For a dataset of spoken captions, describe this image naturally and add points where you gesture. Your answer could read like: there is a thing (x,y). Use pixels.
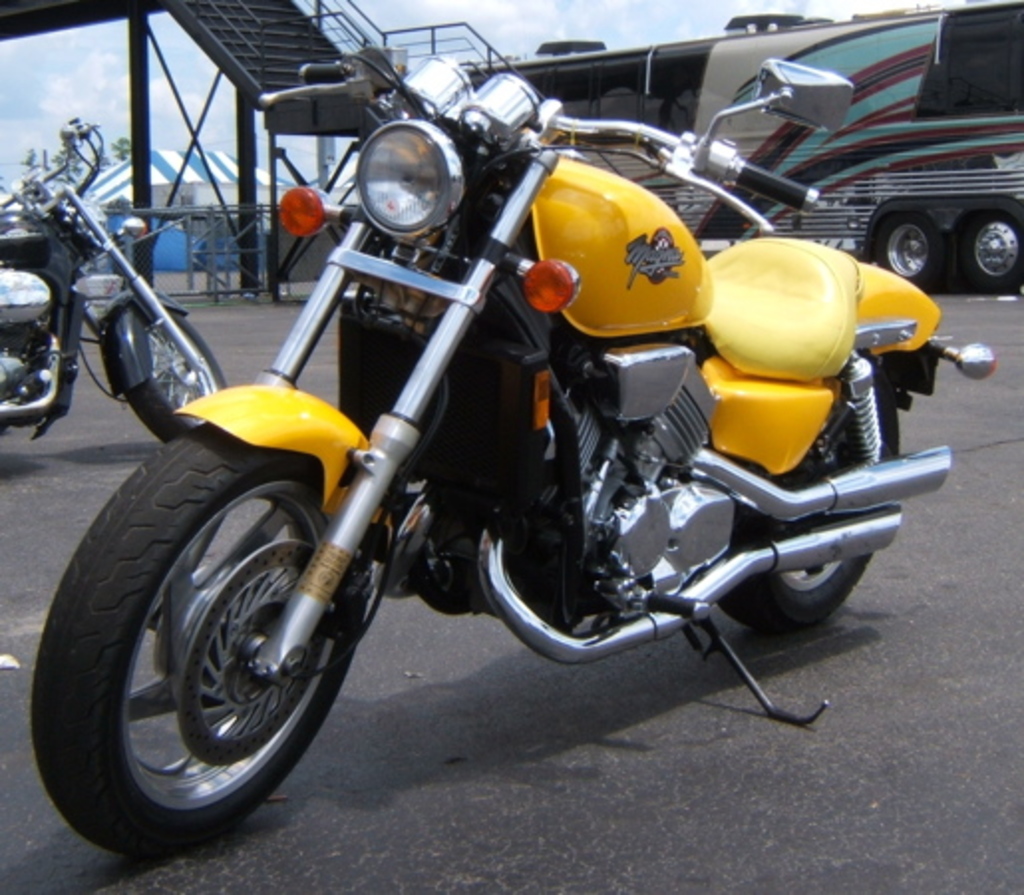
In this image I can see a yellow color bike (182,440) in the center of the image (401,461) and I can see another bike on the left side of the image (109,392) and I can see a bus (939,263) behind the bike (893,276) and a metal construction (261,23) and a tent (171,173) behind the bikes (54,230).
